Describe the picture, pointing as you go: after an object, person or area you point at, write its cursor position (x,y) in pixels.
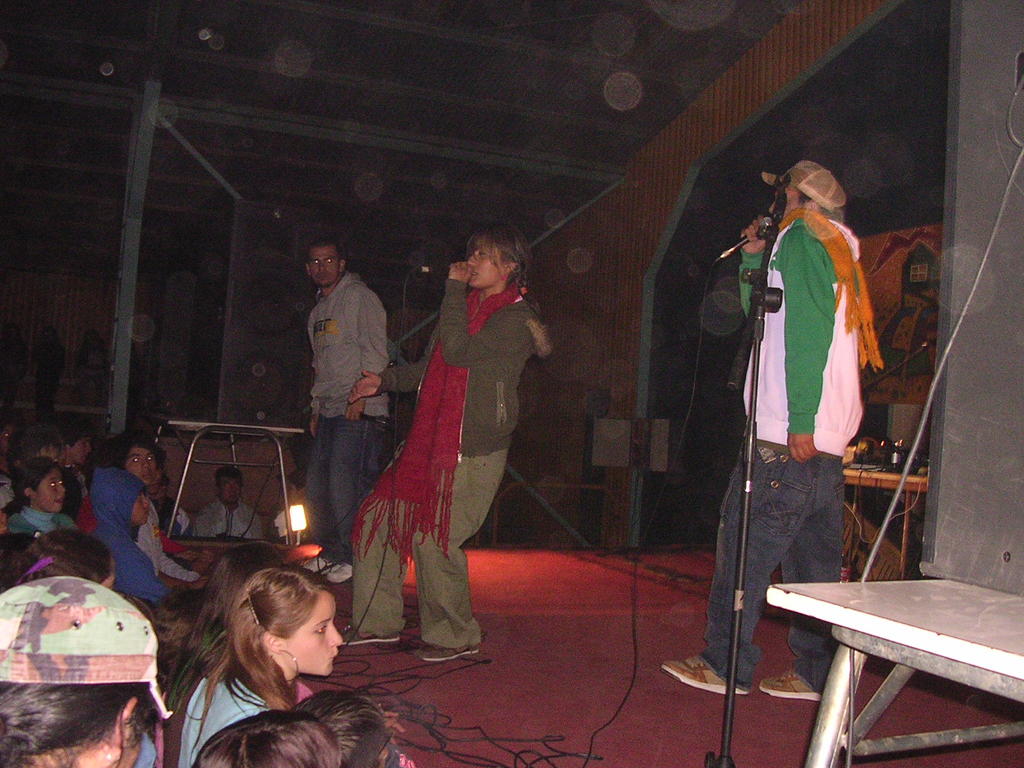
In this picture we can see three persons (829,544) are standing on the floor (557,600). Two of them are holding a mike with their hands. This is table (944,656). Here we can see some persons (331,627) are sitting on the floor (512,723). These are the cables (547,739) and there is a light (291,515).
